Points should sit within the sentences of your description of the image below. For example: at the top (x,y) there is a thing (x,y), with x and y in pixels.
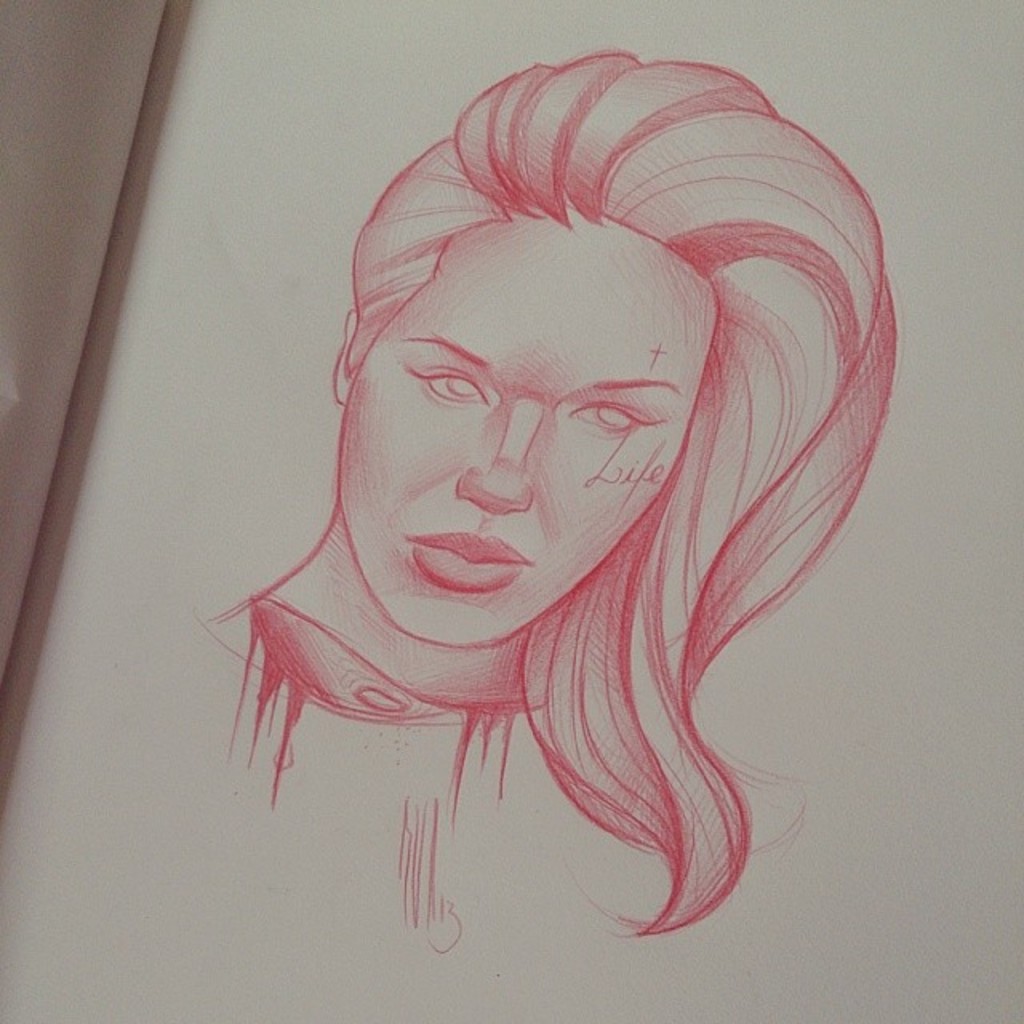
Here we can see drawing (495,301) of a person (593,519).
